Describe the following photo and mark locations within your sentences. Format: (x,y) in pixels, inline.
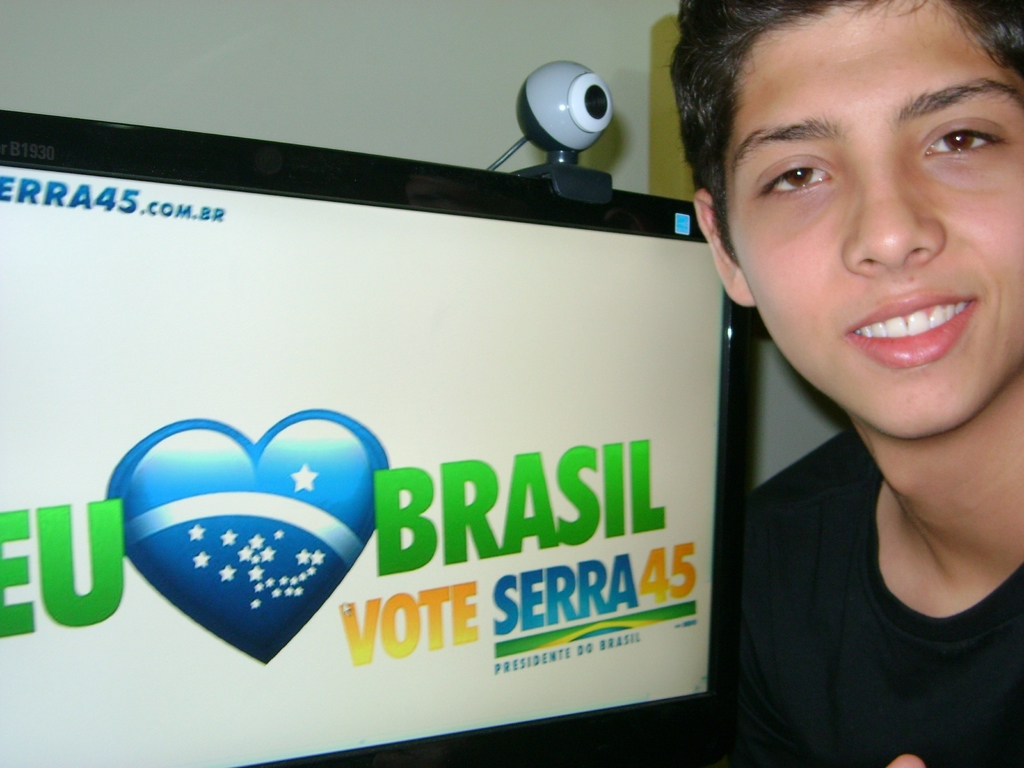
In this picture I can observe a boy (850,340) on the right side (915,490) wearing black color T shirt (855,605). In the middle of the picture (549,349) I can observe a television (350,400). On the top of the television (482,205) I can observe a webcam (542,112). In the background (288,59) there is a wall (374,56).
